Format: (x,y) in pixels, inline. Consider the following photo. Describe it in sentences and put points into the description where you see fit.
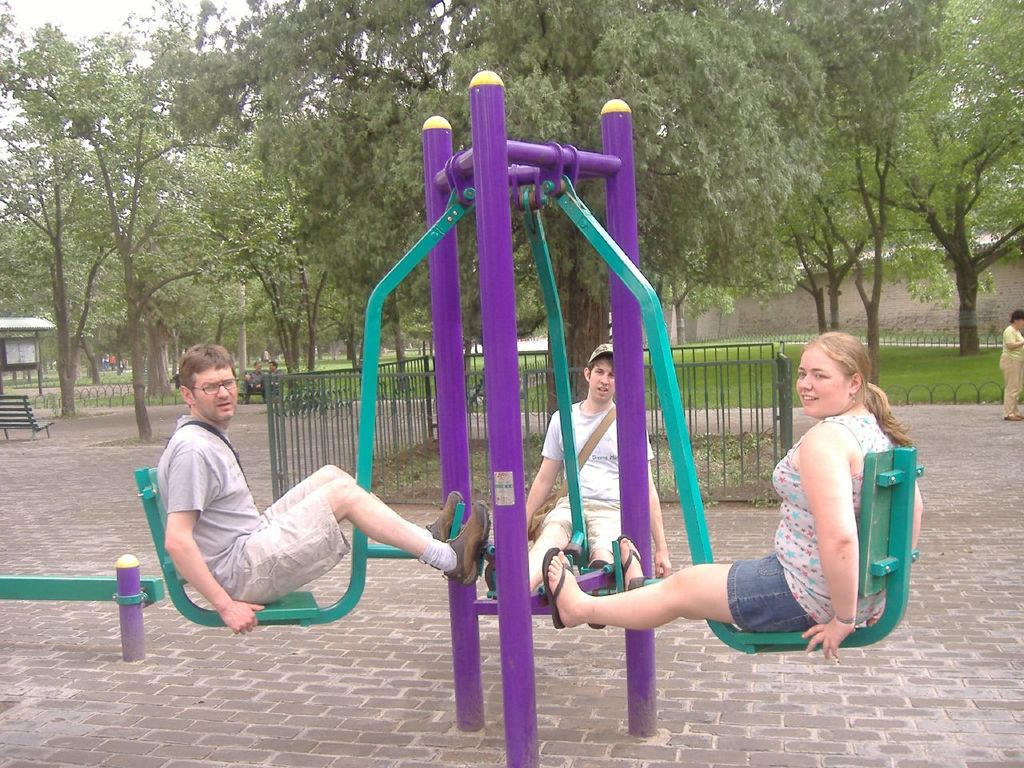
In the image, there are three people (306,527) playing a ride (372,380) in the park (52,455) and around the people (226,378) that plenty of trees (113,323) and grass (388,356) and in a distance there are two people (248,378) sitting on the bench (254,383) and in the right (1006,340) there is a woman (1023,340) standing beside the grass (994,400).
